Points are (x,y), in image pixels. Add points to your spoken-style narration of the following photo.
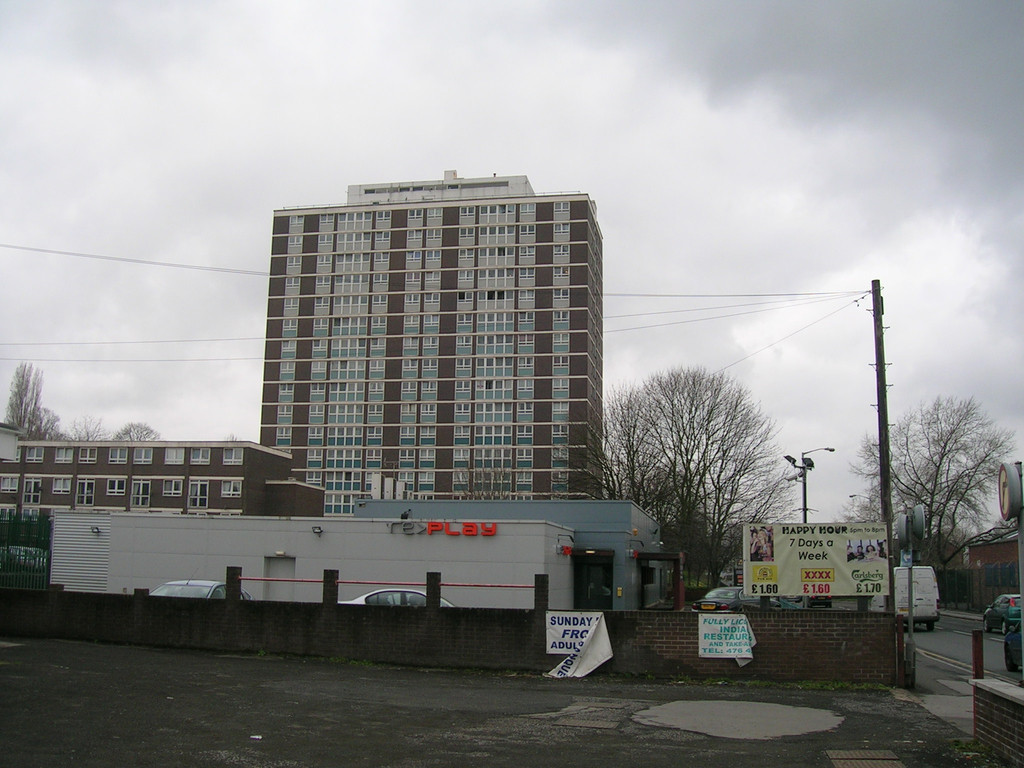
This is an outside view. At the bottom of the image (453,718) I can see the ground (594,748). On the right side (917,592) there are some vehicles (926,610) on the road (950,643). In the middle of the image (568,441) I can see few buildings (595,508), trees (668,499) and also there are two cars (176,595). Beside the road (938,634), I can see two poles (805,480) and a board (826,568) on which I can see some text (797,545). At the top (595,86), I can see the sky (700,100) and it is cloudy.
